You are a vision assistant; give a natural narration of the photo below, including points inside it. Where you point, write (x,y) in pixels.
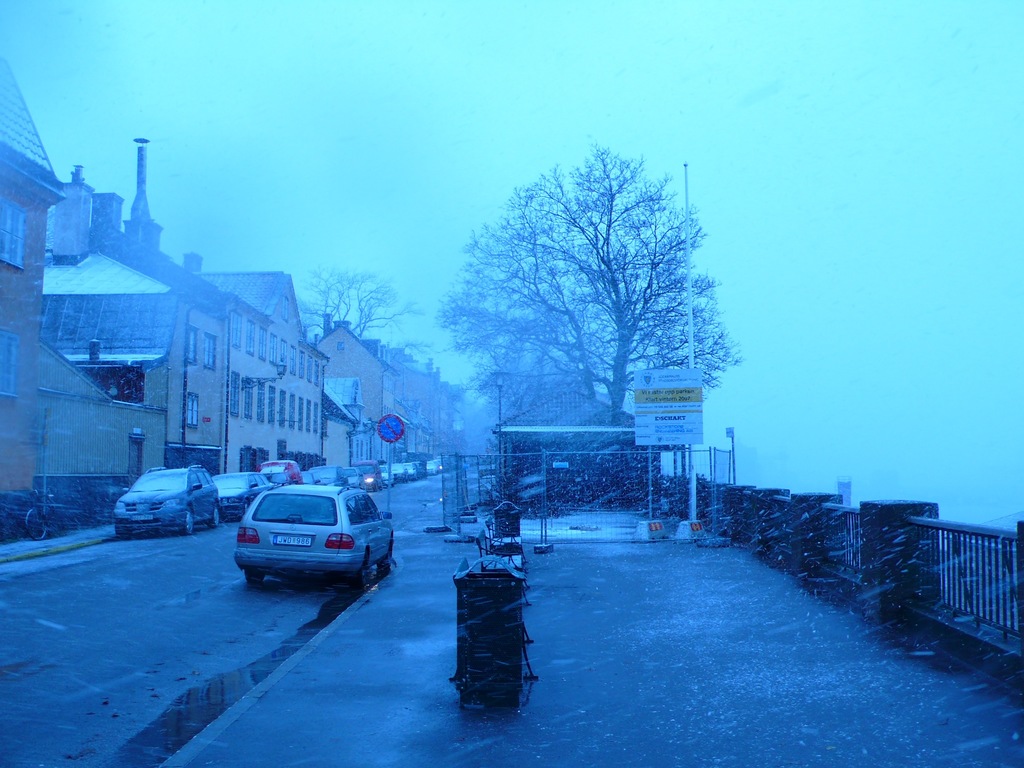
In this image we can see some vehicles (352,572) parked on road (68,561), at the left side of the image (184,377) there are some buildings (261,369), trees (309,320) and at the right side of the image (707,478) there are some trees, fencing (610,540), dustbin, signage boards (675,411) and at the top of the image (483,100) there is sky (778,176).
